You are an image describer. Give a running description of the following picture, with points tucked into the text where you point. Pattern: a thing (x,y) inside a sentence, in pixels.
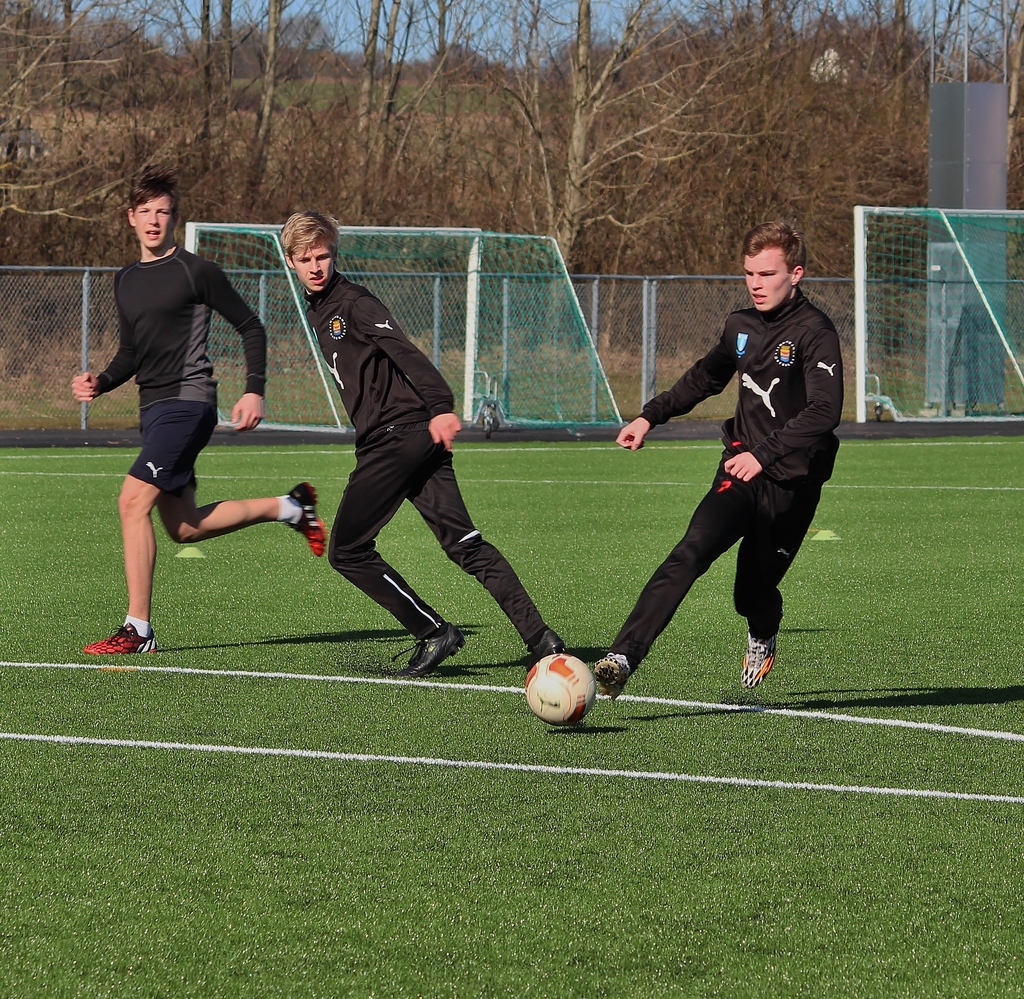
Here we can see a group of persons (350,304) running on the ground (323,433), and in front here is the ball (564,658), and at back (674,327) here is the fencing (663,334), and here are the trees (557,72).
